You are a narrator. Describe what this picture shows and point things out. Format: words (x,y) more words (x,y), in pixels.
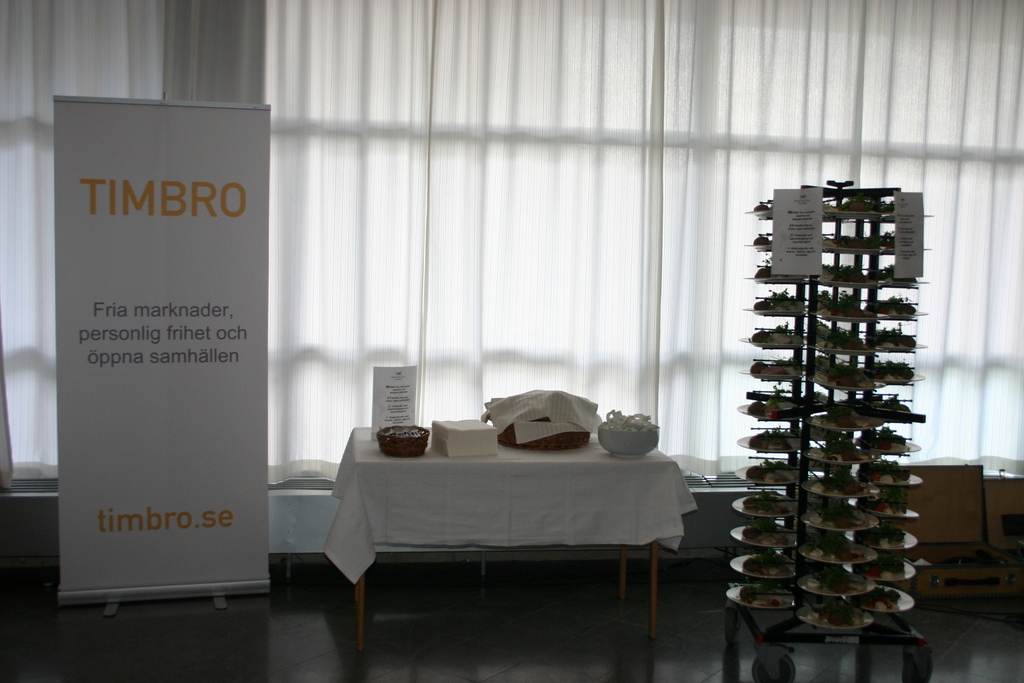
In the image there is a table (388,468) in the middle (394,387) with cloth (586,527) over it and some things (394,387) and bowls (380,436) on it, on the right side (779,283) there is a rack (811,405) with some things (777,555) on it, on the left side (199,234) there is a banner (79,417) and behind there is curtain (479,296) all over the window (873,84).
